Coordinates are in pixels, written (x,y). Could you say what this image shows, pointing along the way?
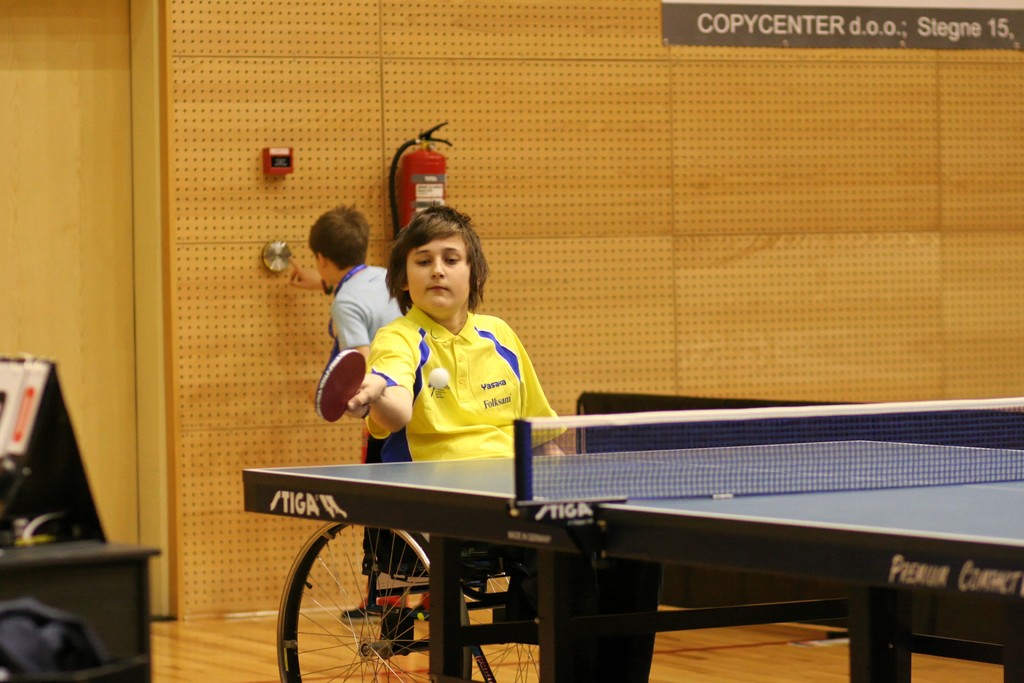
In the middle of the image (423,443) a boy (362,393) is playing table tennis. Behind him there is a boy (332,337), he is watching on the wall (218,254) and there is a fire extinguisher (414,141).
